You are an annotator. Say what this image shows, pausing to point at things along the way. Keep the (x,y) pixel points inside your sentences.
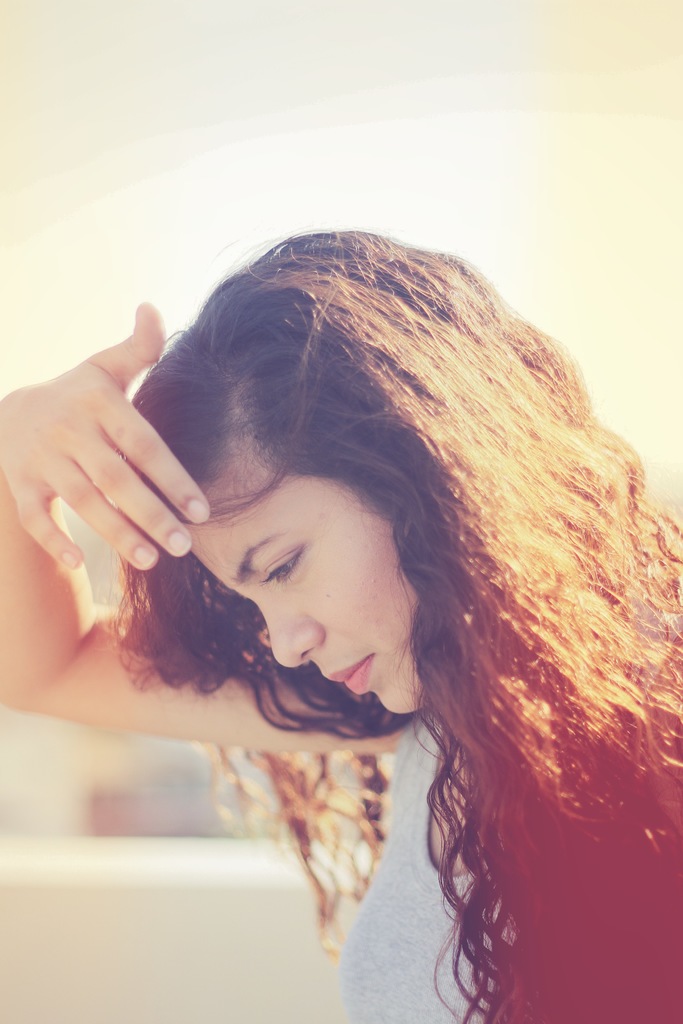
In this picture there is a woman (391,626) with grey t-shirt (366,967). At the back (30,997) there is a wall (118,856) and the image is blurry. At the top (331,126) there is sky (227,115).
